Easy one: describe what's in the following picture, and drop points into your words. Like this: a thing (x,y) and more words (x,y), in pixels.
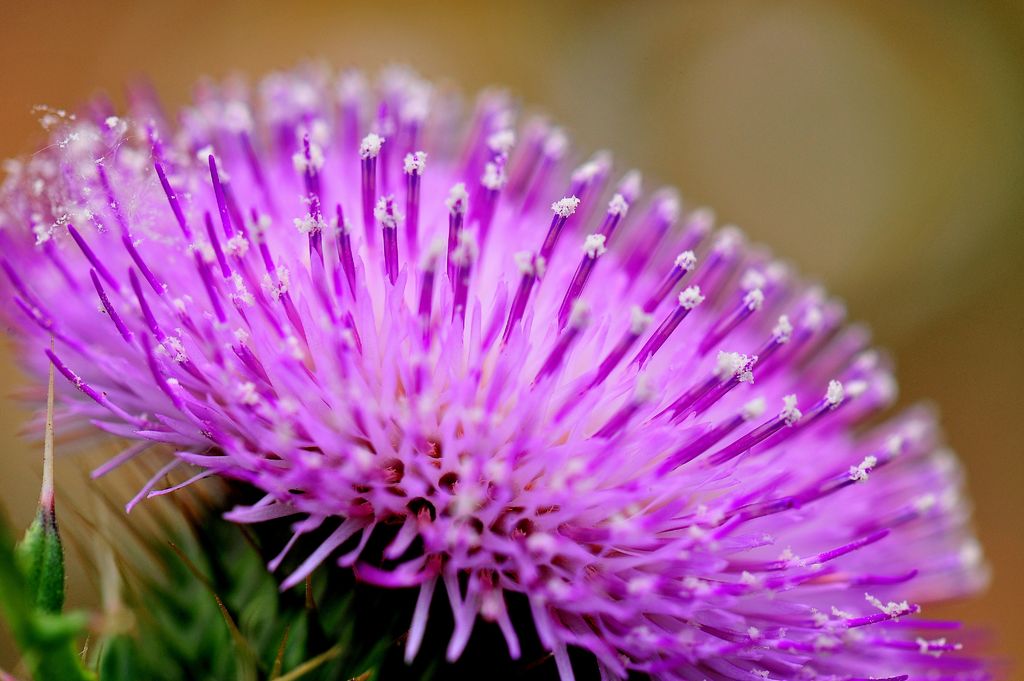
In this image we can see a flower (500,392).
